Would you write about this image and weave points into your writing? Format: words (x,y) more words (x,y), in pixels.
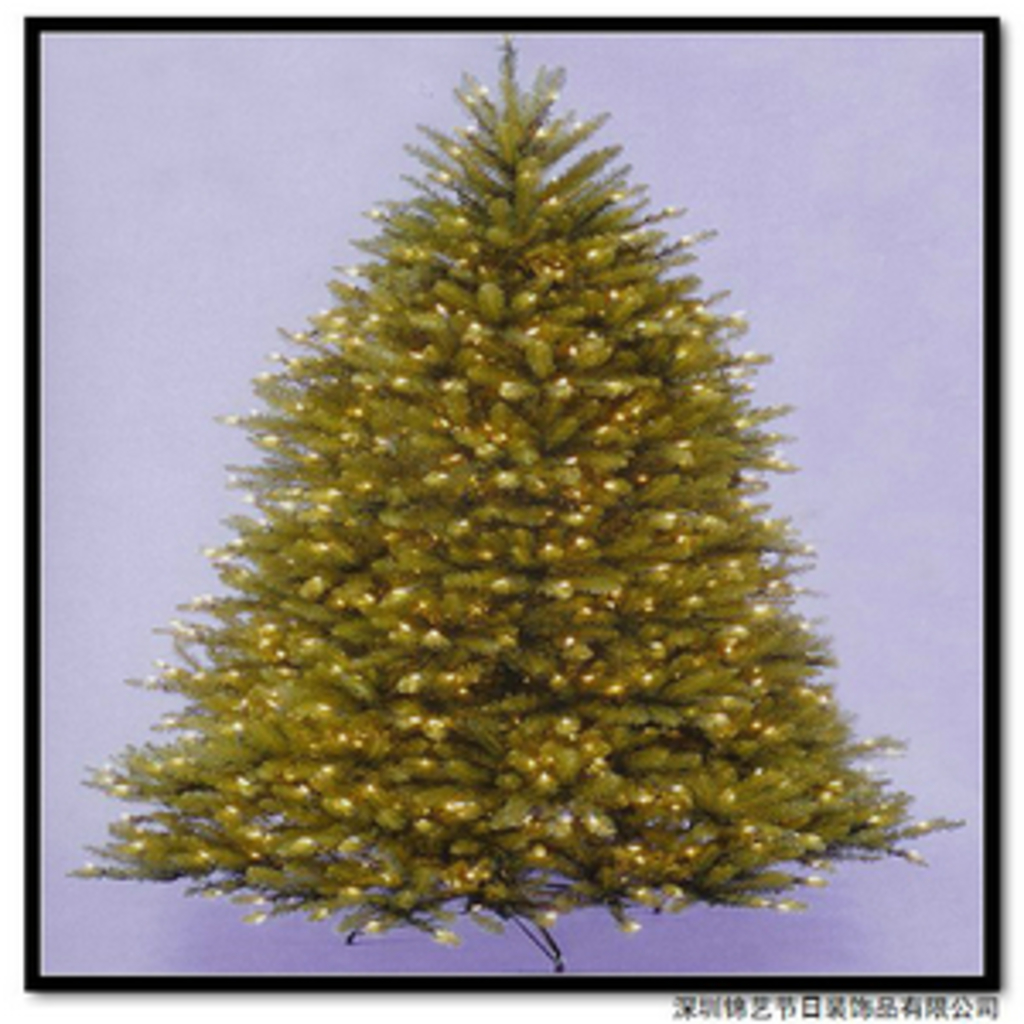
In this image there is a Christmas tree (547,624) in the center (531,492).
